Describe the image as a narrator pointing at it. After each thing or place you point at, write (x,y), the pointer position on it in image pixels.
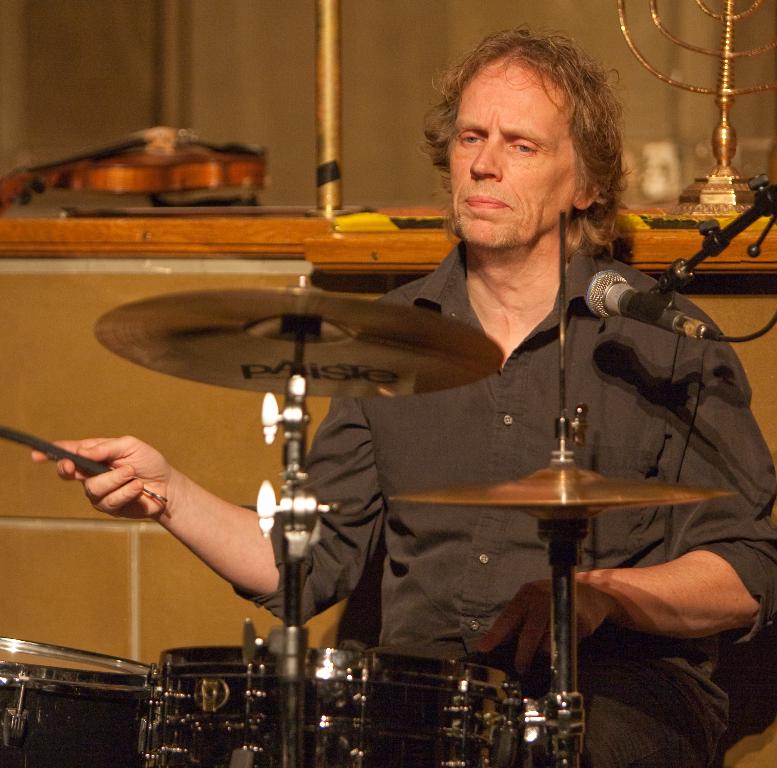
In the center of the image (500,378) we can see a man (505,434) sitting and playing a drum (372,701). In the background (227,184) there are musical instruments (185,177) placed on the wall (64,393).
